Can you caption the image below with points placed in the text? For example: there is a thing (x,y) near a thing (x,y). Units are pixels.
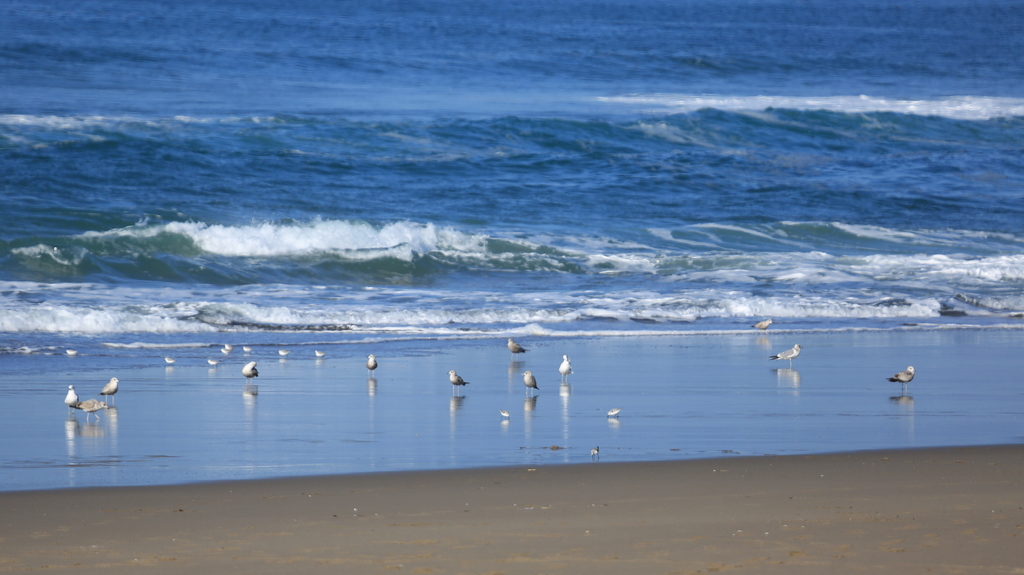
This image is taken outdoors. At the bottom of the image (302,531) there is a ground (641,529). In the background (225,194) there is a sea (520,210) with waves (644,274). In the middle of the image (535,382) there are a few birds (255,374) on the ground (622,388).
